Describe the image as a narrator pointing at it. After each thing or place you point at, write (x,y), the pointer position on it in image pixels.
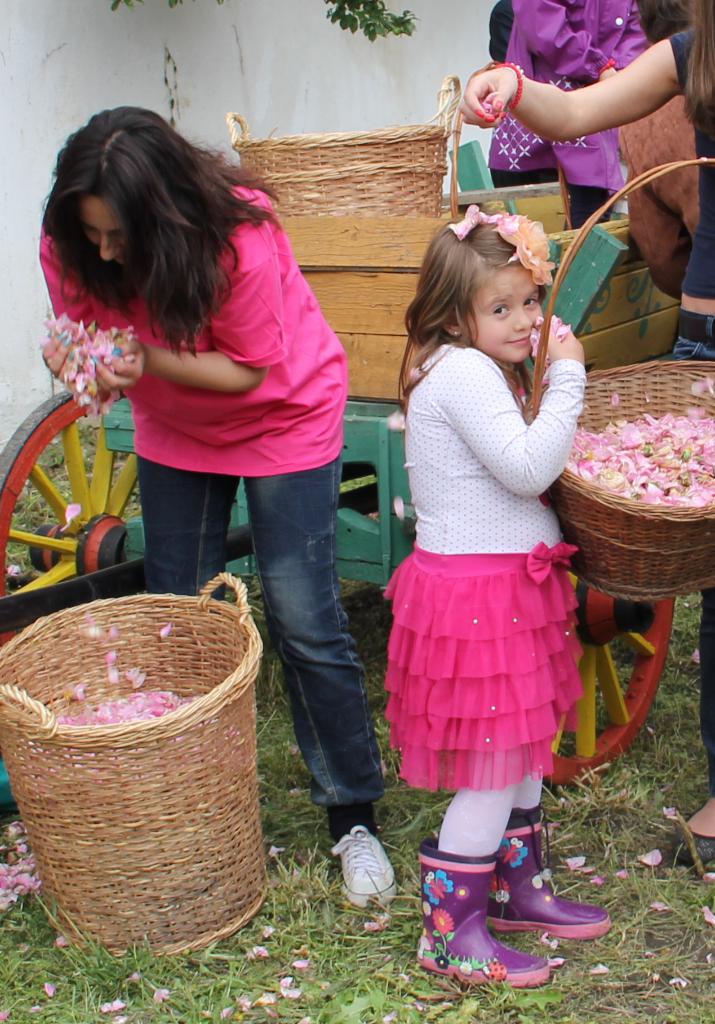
In this image I can see a woman (245,378) is there, she wore pink color top (274,360). Behind her there is the cart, a cute girl (540,471) is looking at this side by holding the basket (591,408) in her hands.
